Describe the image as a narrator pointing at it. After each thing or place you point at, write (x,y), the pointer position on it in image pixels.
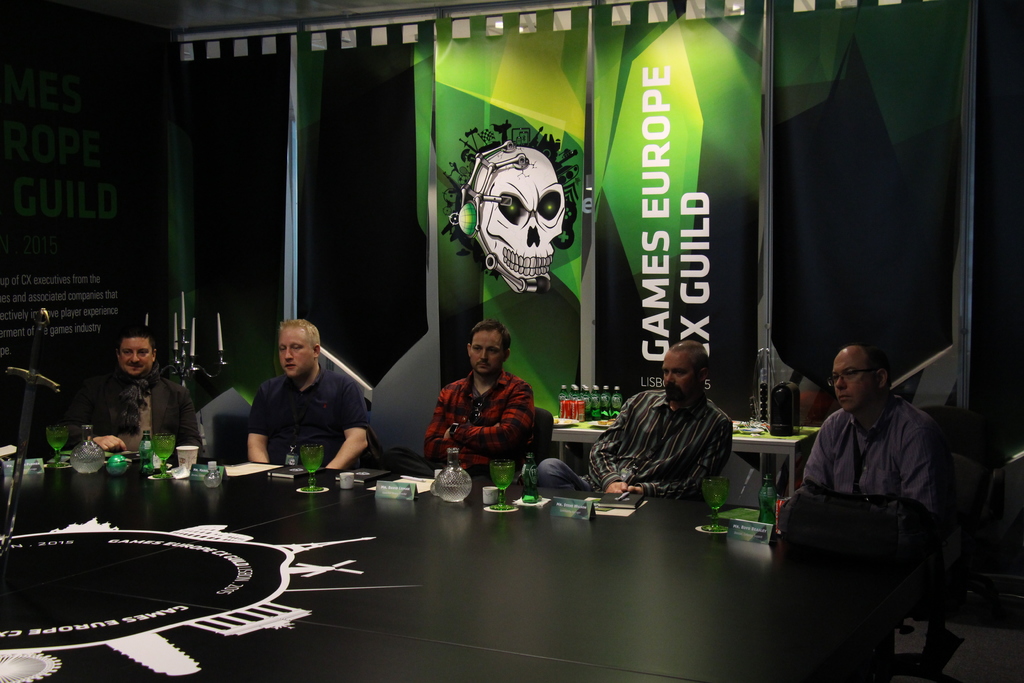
This picture taken in a hall (76,387), there are a group of people (327,403) who are sitting on a chair (956,516) in front of the people (659,418) there is a black color table (407,586) on the table (413,610) there are the glasses (505,476), bottle (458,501), tissues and name board (408,492) and jar (97,448) also. Left side of the table (135,599) there is a sword (32,398). Background of this people (361,439) there is banner (474,183) on banner (438,249) there is a skull image (509,218). The banner (511,207) is in color of green and yellow.
